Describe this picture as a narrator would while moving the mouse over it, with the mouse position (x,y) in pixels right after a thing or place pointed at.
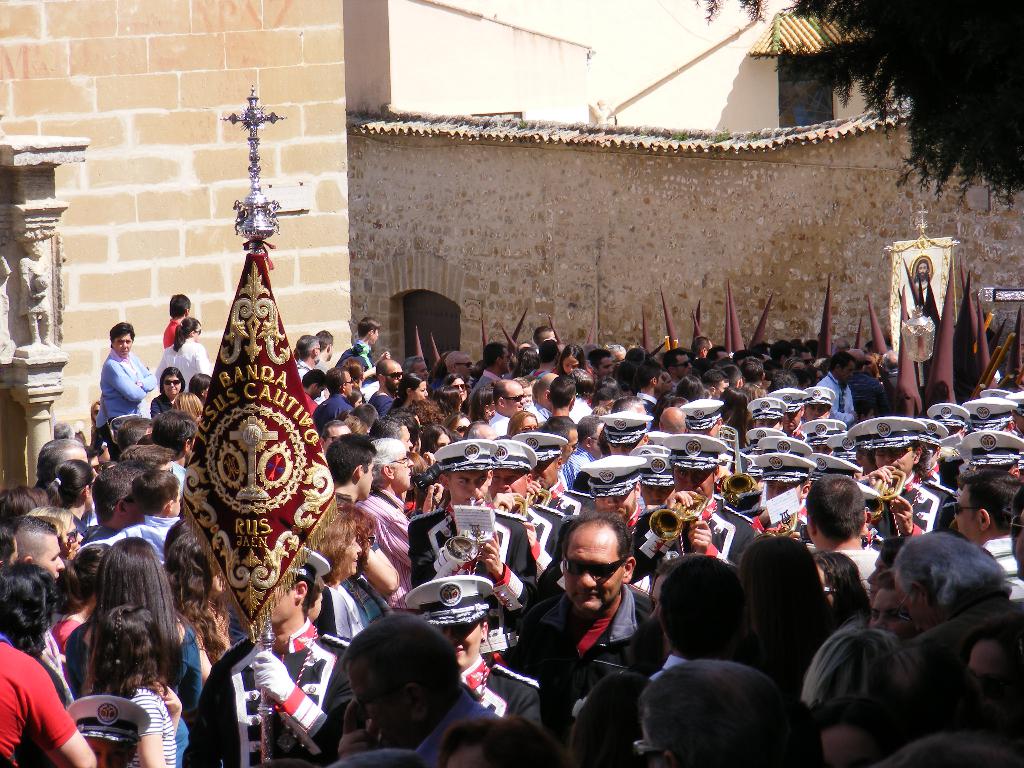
In this picture we can see there is a group of people (233,650) standing and a person (270,657) is holding an object (262,593) and some people (519,569) are playing the trumpets (789,536). Behind the people (367,477) there is a wall (488,233), tree (974,61) and other things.
